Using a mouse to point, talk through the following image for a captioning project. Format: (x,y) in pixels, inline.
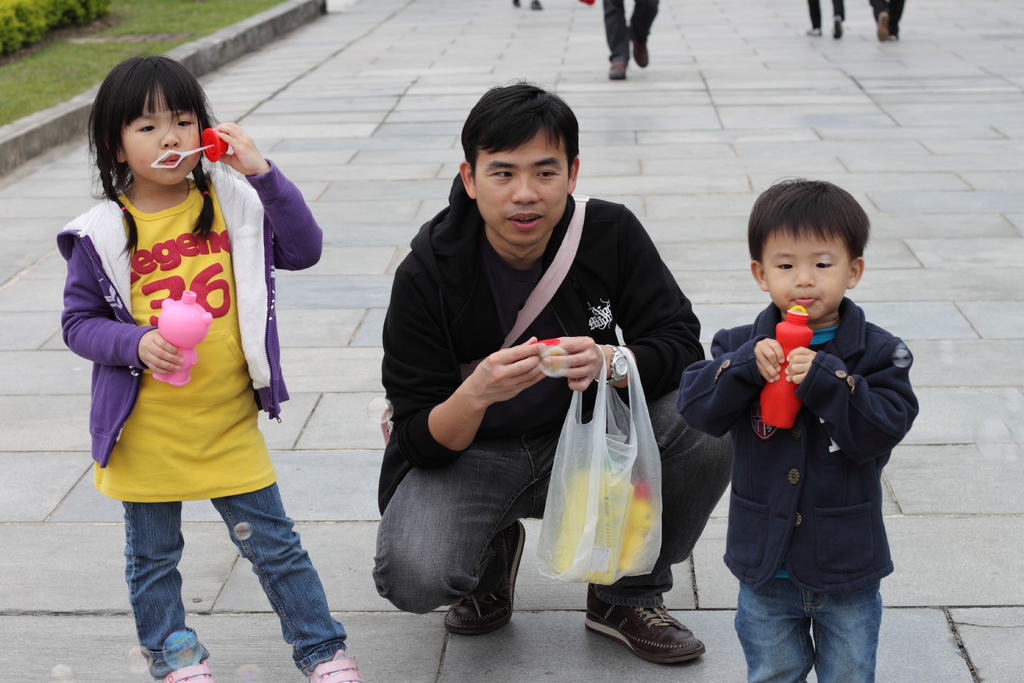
In this image I can see few people (402,332). These people (498,345) are wearing the different color dresses (449,368) and I can see two people (827,403) holding the bottles (186,314) which are in pink and red color. I can see one person (571,391) holding the bag (589,479). In the back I can see few more people legs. To the left (62,10) there are plants (6,18).
